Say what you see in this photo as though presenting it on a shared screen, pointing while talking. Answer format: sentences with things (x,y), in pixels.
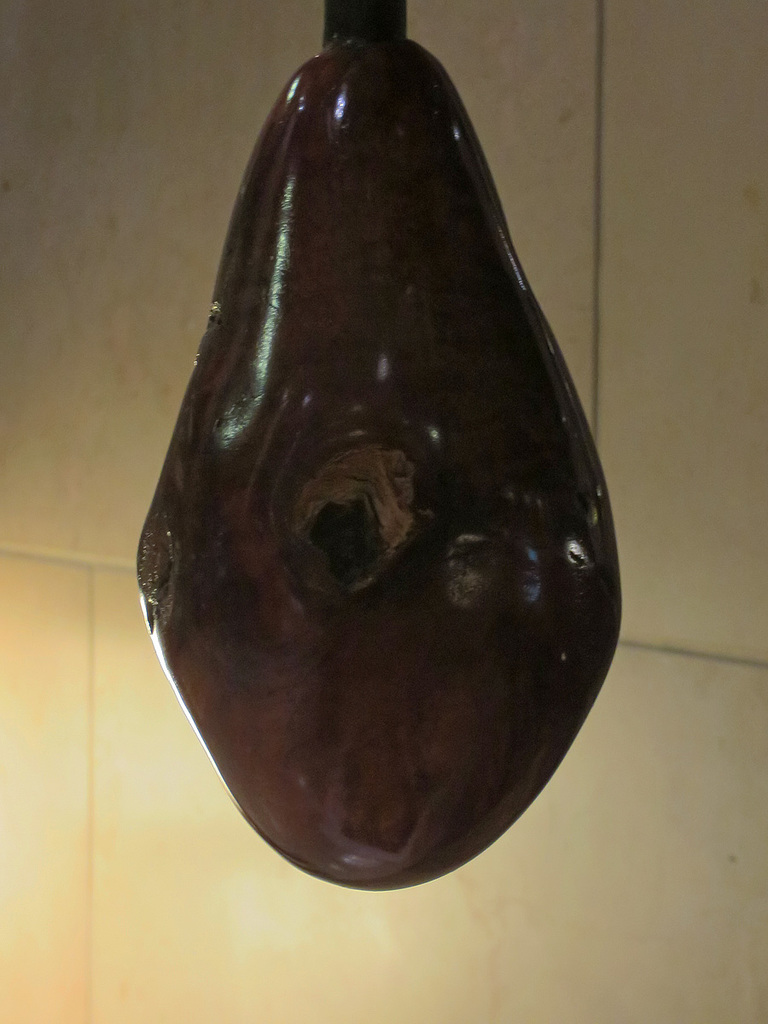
In this picture we can observe a ceramic material (260,679) which is in brown color. In the background (86,388) there is a wall (584,204) which is in white color.
